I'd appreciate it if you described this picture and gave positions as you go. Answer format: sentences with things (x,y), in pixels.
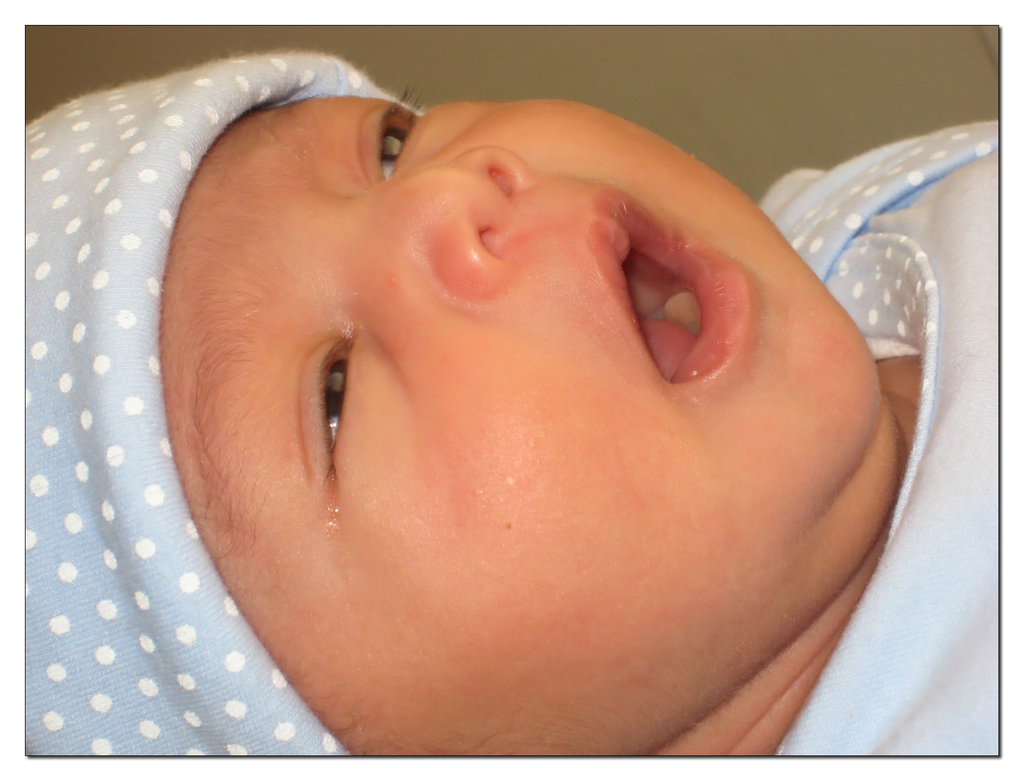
In the picture I can see a baby (858,607) wearing light blue dress (915,619) has opened her mouth (675,324).
